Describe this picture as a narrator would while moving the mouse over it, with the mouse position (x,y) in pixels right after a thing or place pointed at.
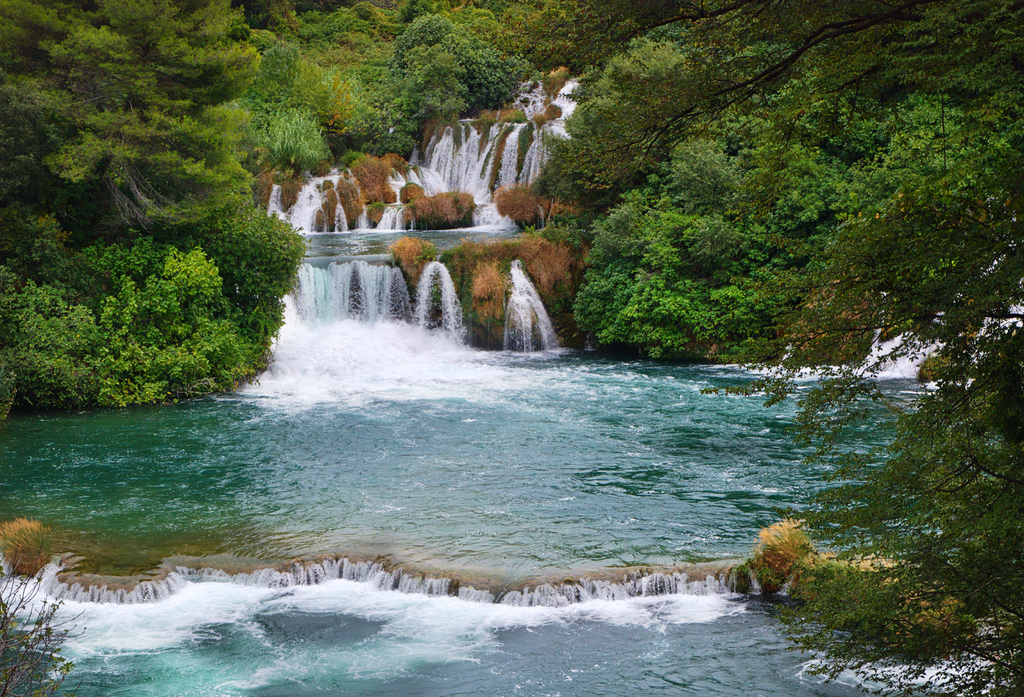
In this image we can see a waterfall (476,170) and we can also see trees (159,228) in the background (444,61).
